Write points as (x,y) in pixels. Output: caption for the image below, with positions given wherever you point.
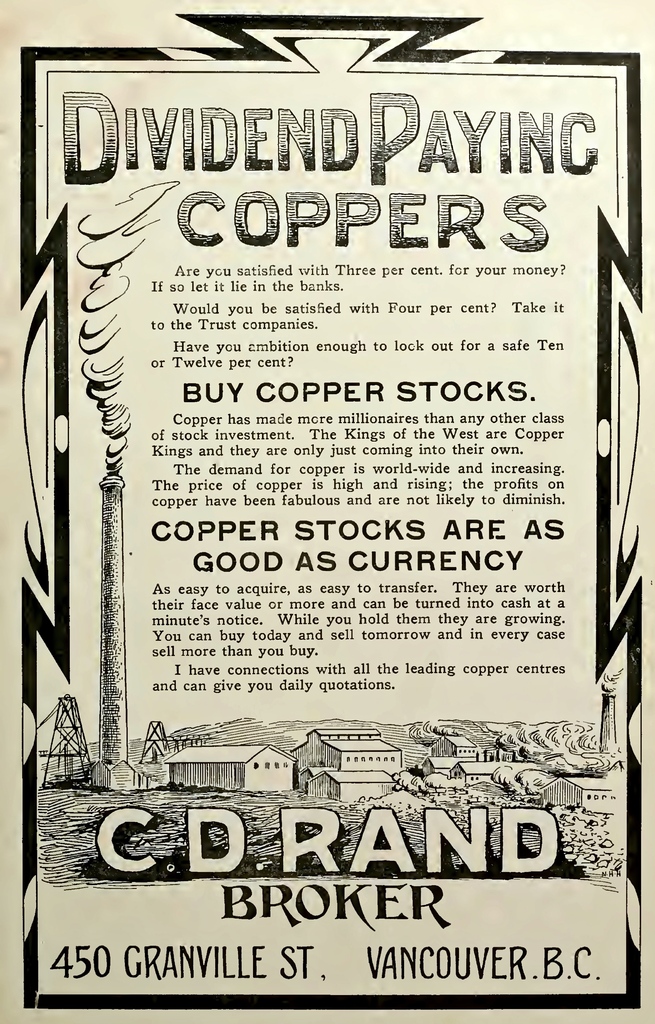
In this image we can see a poster (464,260) on which we have some text (370,273) and some painting (384,875).
